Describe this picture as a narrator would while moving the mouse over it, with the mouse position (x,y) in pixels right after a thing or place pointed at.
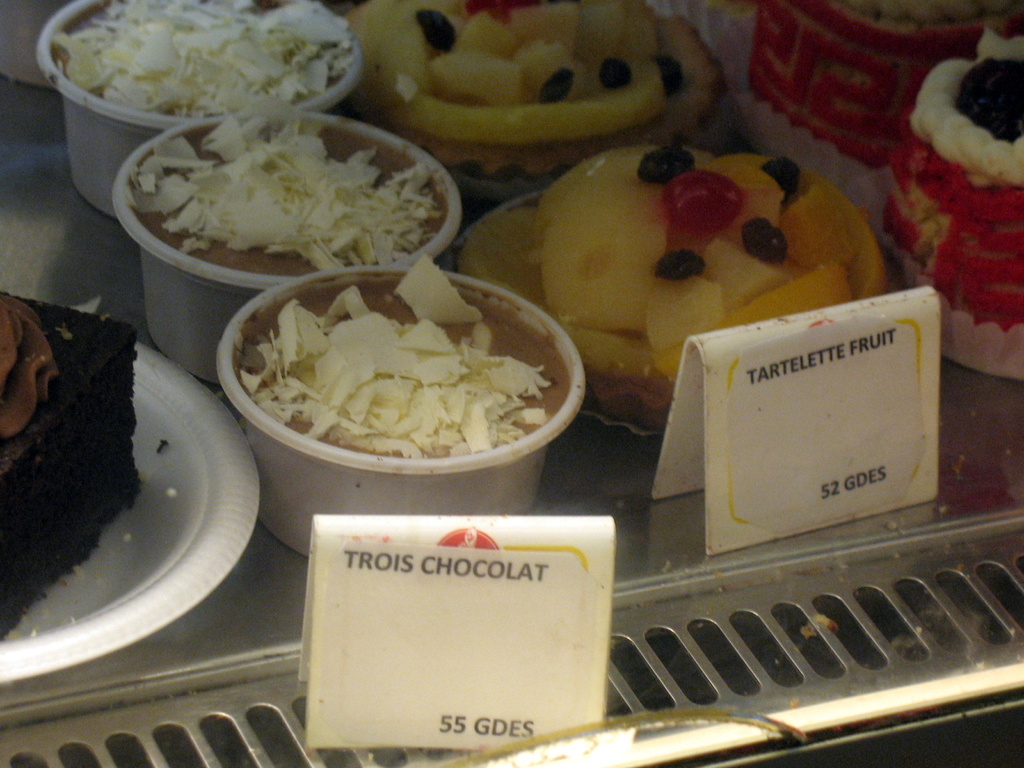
In this image, I can see the bowls (281,288) and plates (124,552) with the different types of the food items (202,208). These are the boards (464,564) with the labels (764,501) attached to it. I can see the letters (490,736) and numbers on the labels (729,521). This looks like a metal tray (692,633).
